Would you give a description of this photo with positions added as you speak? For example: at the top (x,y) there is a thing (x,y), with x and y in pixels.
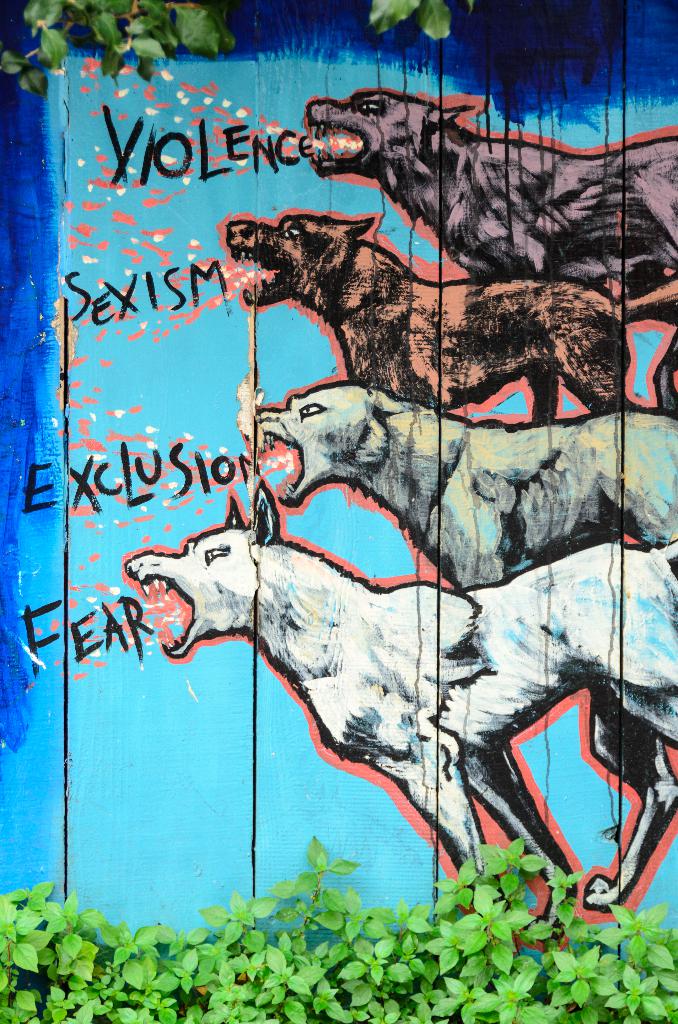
In this image we can see the painting (434,418) of four dogs (417,450) on the wooden surface (151,759) and some text (35,628) written on it. There is a tree (122,54) in the image. There are many plants (348,939) in the image.
